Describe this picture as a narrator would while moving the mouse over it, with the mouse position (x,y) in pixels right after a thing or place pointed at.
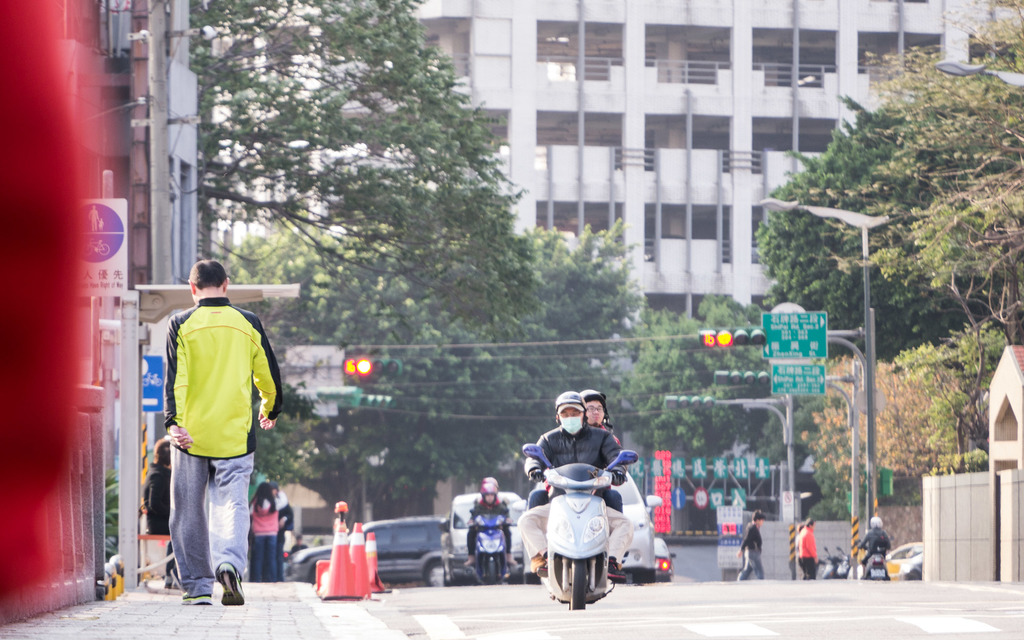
In this image there are group of persons (574,458) who are walking, riding motorcycles (603,511) and driving cars (643,526) and at the background of the image (565,294) there are trees (678,356), buildings (650,264) and traffic signals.
